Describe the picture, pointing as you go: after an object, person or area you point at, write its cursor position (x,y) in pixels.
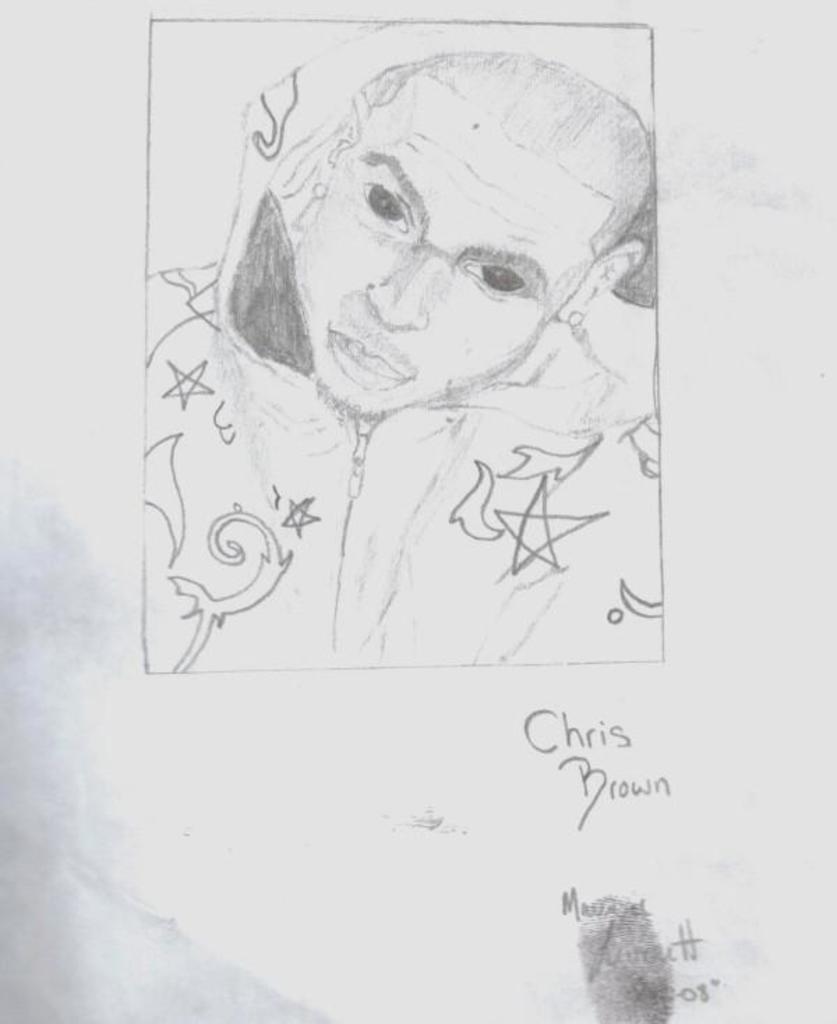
Here in this picture we can see a sketch (397,226) drawn on a paper (166,582), which is present over there.
